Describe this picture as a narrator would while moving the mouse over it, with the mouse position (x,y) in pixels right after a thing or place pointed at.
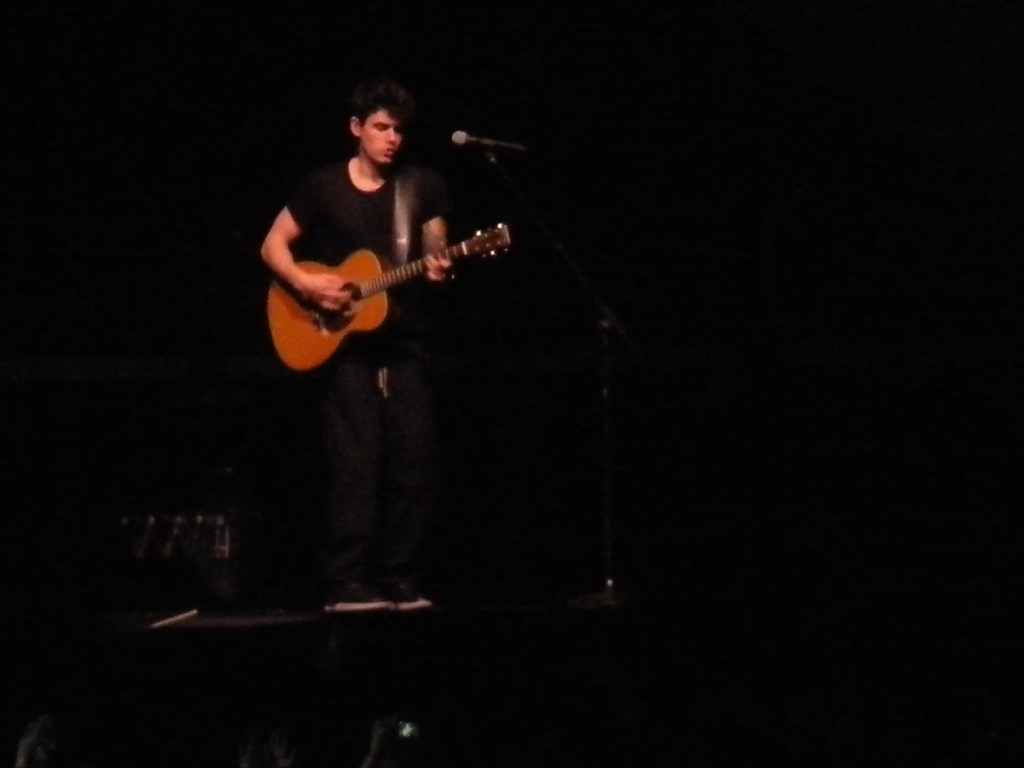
In this picture a man (416,450) is playing guitar (323,267). he is wearing black dress (369,244). There is mic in front of him.
